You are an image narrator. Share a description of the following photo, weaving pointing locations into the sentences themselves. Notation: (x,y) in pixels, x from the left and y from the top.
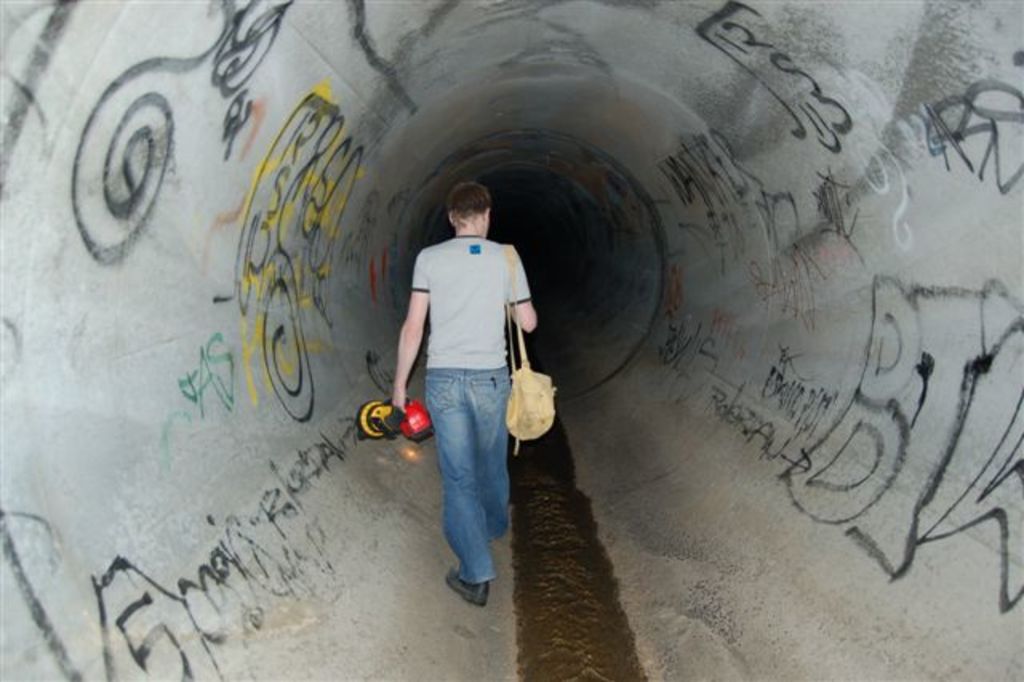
In this image we can see a person (466,497) is walking into a tunnel (430,529). A person (454,404) is carrying a bag (539,395) and holding some objects (424,428) in hand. There is some text (195,360) written on the walls (246,237) of the tunnel (242,302). There is a water (575,607) in the tunnel (229,434).
